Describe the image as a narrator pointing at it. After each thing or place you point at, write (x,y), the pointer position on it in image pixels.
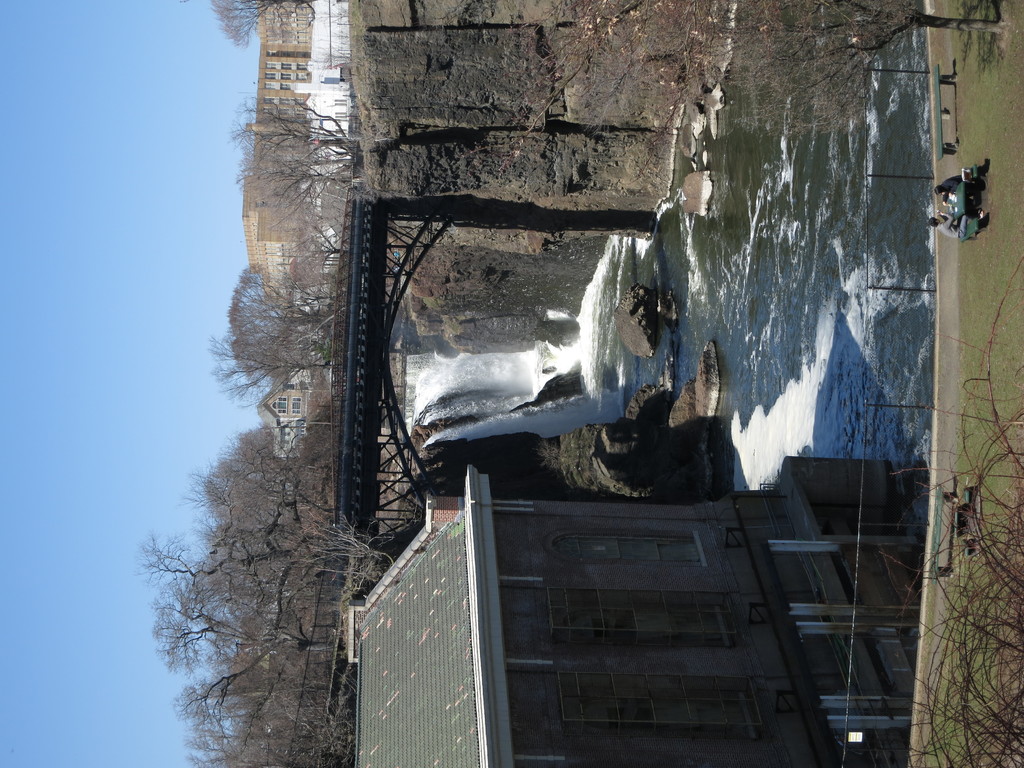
This picture shows few buildings (504,618) and we see trees (277,503) and water (451,397) flowing and we see couple of them (949,183) seated on the bench (965,233) and we see a metal fence (923,164) and couple of benches (956,511) on the side and a blue sky (164,216).
